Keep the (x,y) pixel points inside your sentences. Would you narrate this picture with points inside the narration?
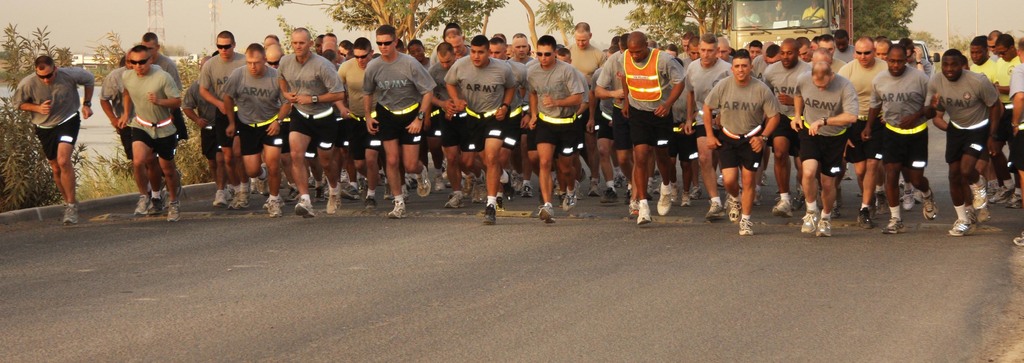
In the picture there are people (586,83) running on the road (385,266). In the background (536,14) there are trees (362,15), buildings (82,56), poles (977,20), towers (162,30) and a vehicle (780,21).
